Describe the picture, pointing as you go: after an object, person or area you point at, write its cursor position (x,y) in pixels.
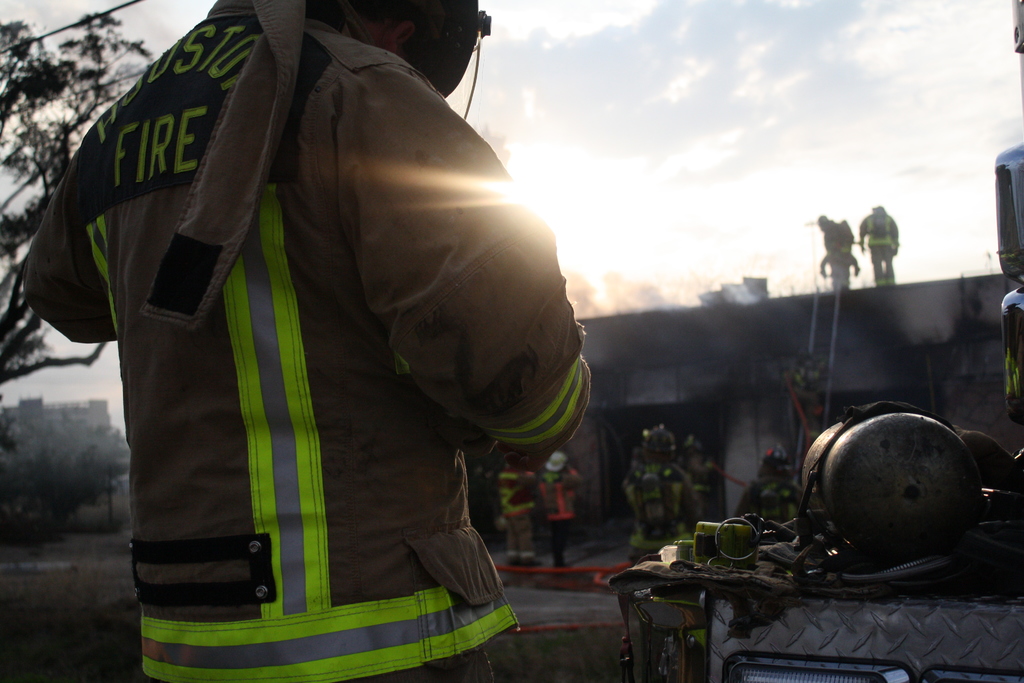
In this image, we can see a person (307,494) is standing. On the right side (929,456), we can see few objects (808,553). Background (679,384) we can see houses (593,430), trees (6,484), building (103,425), few people (693,450), ladder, pipes (593,625) and sky (672,146).
